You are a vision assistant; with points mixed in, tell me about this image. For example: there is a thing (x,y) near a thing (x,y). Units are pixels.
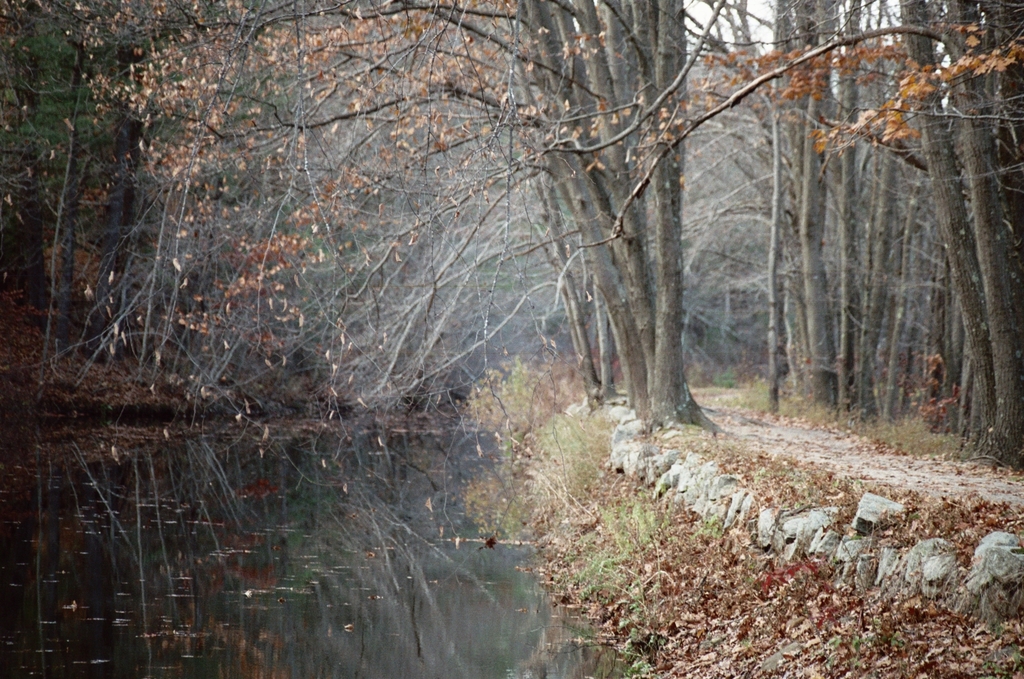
In this picture I can see there is a walkway (772,418) and there are few rocks (926,556), there is a pond (298,634) on the left (313,503) and there are trees (650,353) with dry leaves (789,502) and the sky (690,20) is clear.
